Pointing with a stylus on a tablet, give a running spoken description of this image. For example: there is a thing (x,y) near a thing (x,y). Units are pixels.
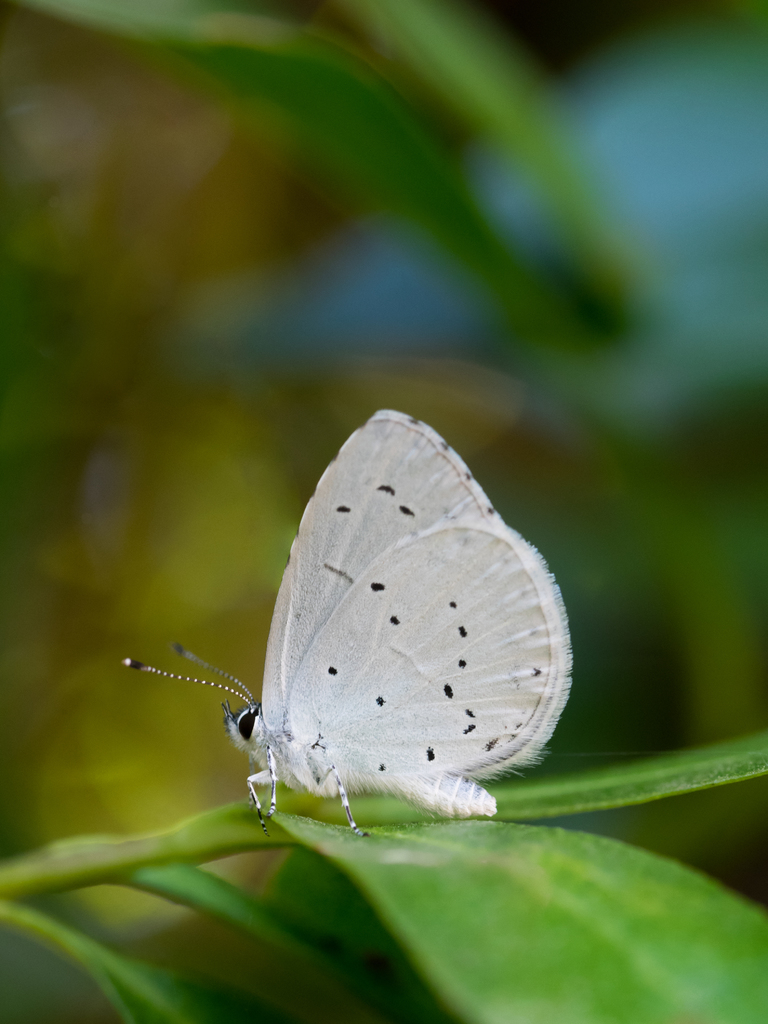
In the picture we can see a white butterfly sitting on the plant (664,899) and behind it we can see some plants (750,69) which are not clearly visible.
